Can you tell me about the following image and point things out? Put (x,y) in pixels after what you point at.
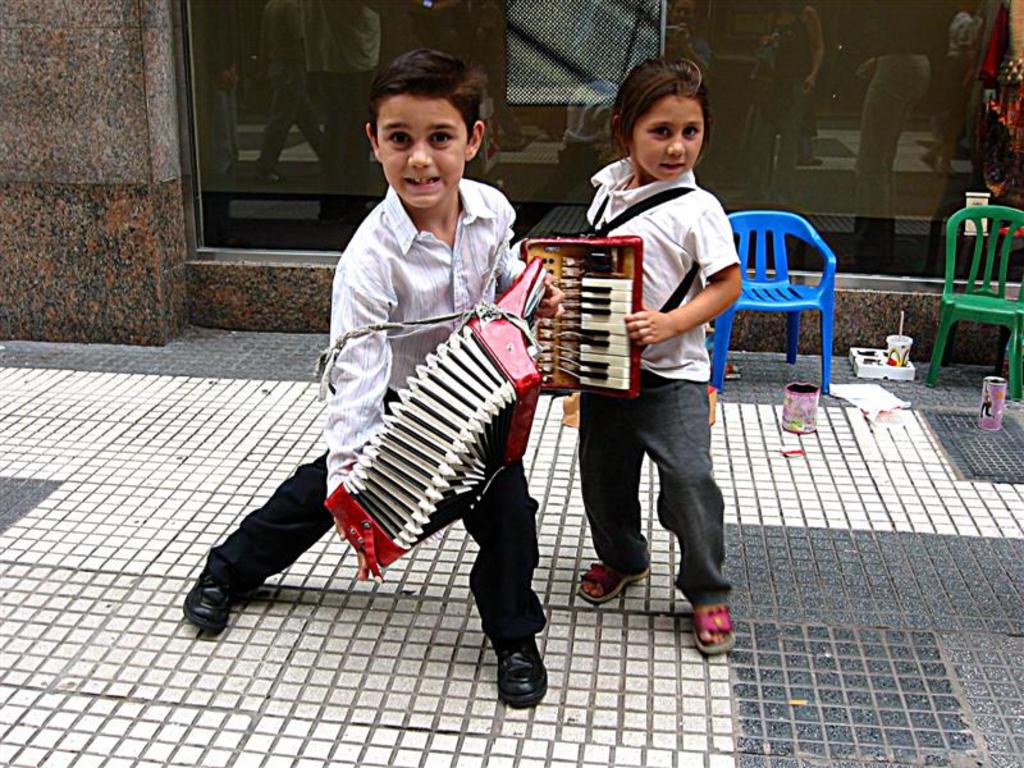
In this image we have a boy (507,274) and a girl (649,256) who is playing a musical instrument (453,490) in their hands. On the right of the image (974,277) we have two chairs (828,322) and some other stuff (858,388) on the ground (852,452).
